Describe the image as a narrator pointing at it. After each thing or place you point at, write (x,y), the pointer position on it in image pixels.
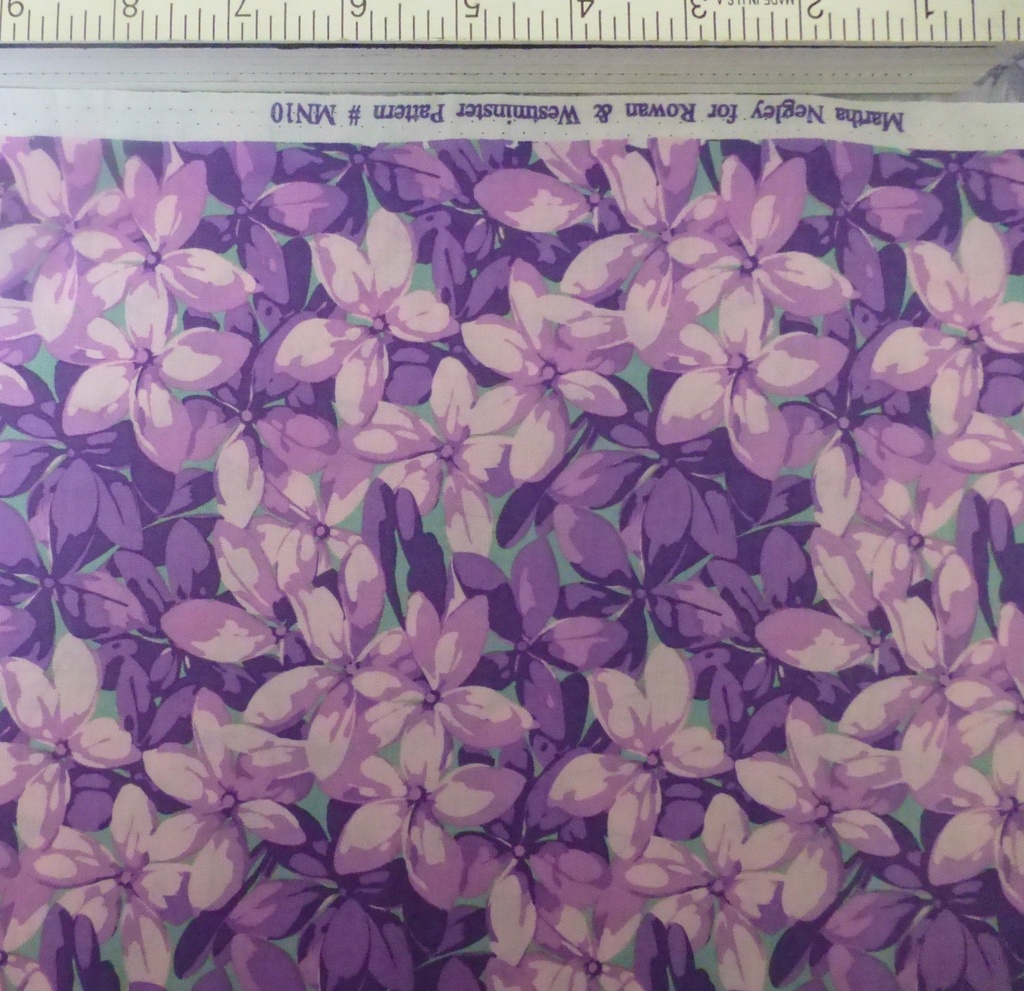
In this picture we can see a measuring object (379,24), painting (686,920) of flowers (569,554) and some text (877,121).
